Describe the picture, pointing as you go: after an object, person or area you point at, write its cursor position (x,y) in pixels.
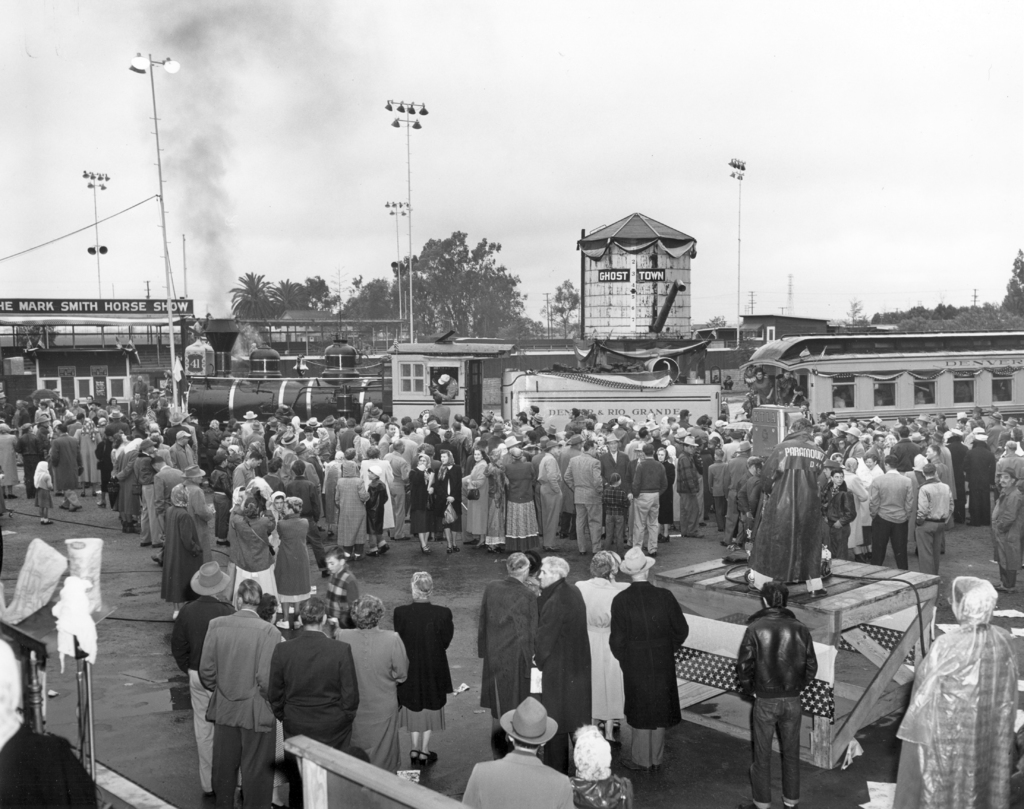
This is a black and white image. In the center of the image (494,467) there are people (338,513) standing on the road (730,808). There is a train (208,396). In the background of the image (432,309) there are trees (456,277). There are street lights (407,122).
